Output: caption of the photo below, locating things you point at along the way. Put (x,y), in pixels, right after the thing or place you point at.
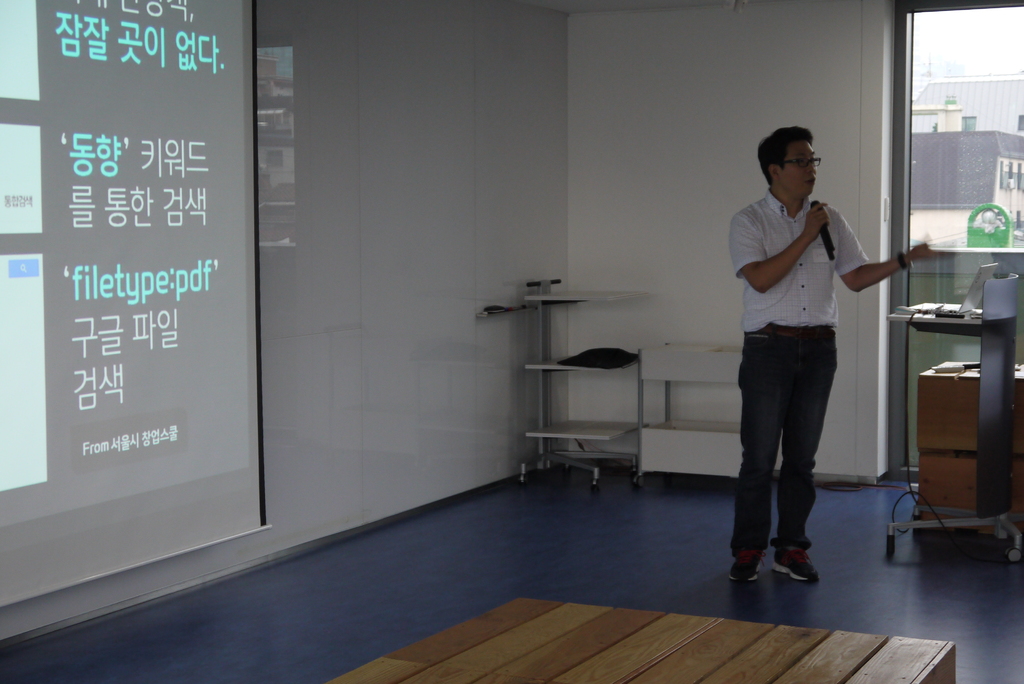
In the center of the image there is a person (749,215) holding a mic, wearing a white color shirt (744,234). At the background of the image (369,81) there is a wall (309,146). At the right side of the image (1009,292) there is a table (995,292). At the bottom of the image (616,560) there is a floor (409,638).
